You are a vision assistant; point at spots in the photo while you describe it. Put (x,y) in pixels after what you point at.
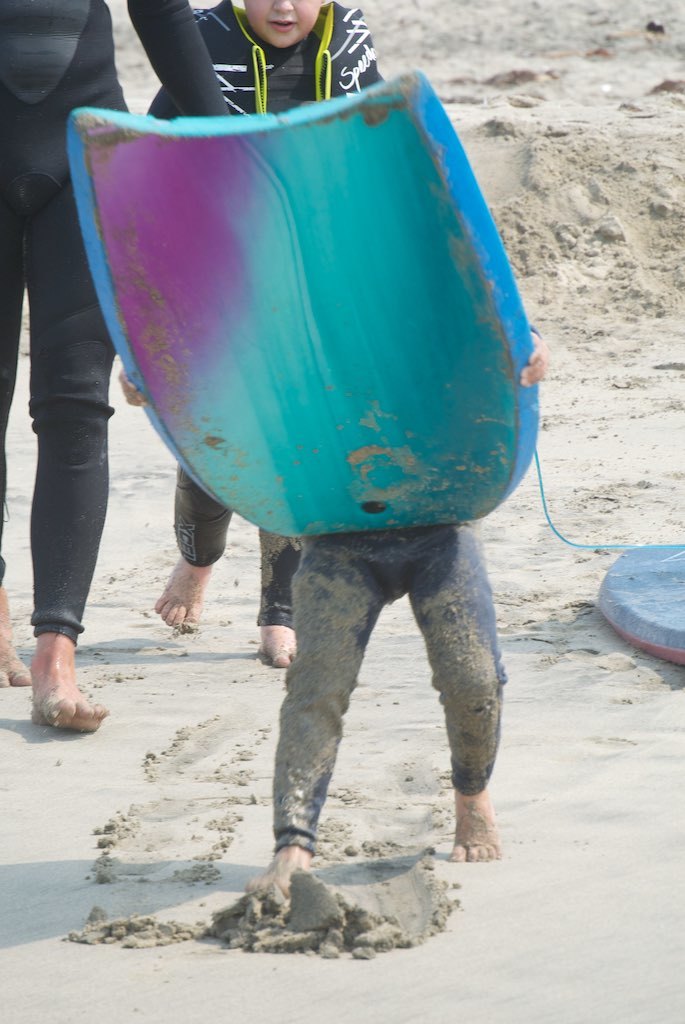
In the picture I can see people (304,709) are walking on the ground (254,653). I can also see a person (470,573) is holding an object (422,464) in hands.
